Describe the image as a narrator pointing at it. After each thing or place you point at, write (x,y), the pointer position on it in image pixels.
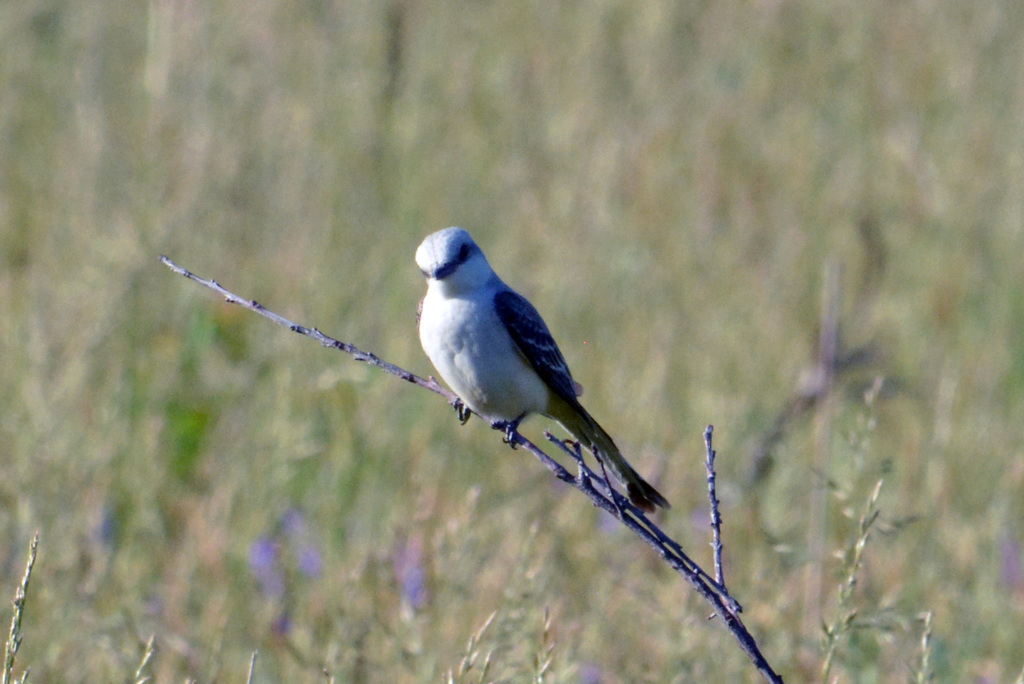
In this picture I can see a bird (514,424) on the branch (453,398) of a plant (735,639) and I can see few plants (86,540) on the side.
